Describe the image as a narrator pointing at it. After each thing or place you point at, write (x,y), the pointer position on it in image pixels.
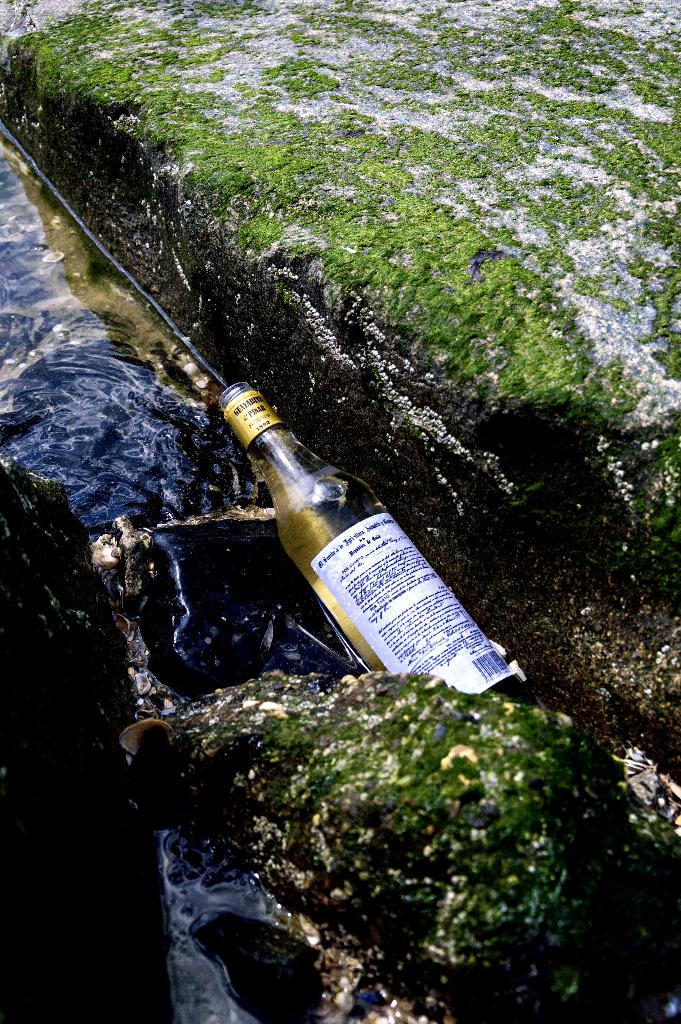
In this image, I can see a glass bottle (374,540) and there is water (135,432). I can see algae (446,292) on the rocks (370,235).
